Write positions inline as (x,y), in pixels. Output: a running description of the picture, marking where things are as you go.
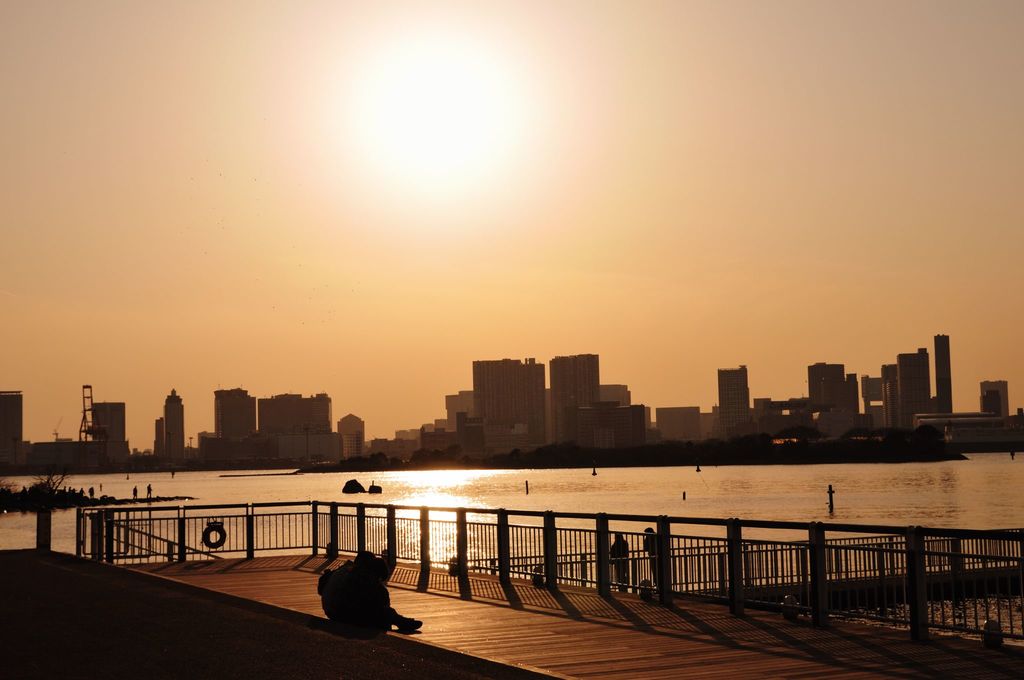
In this picture we can see the iron grilles (533,559) and some people (624,545) are standing and a person (335,596) is sitting. Behind the iron grilles (582,544) there is the water (517,491), buildings (646,429) and the sky (450,171).
